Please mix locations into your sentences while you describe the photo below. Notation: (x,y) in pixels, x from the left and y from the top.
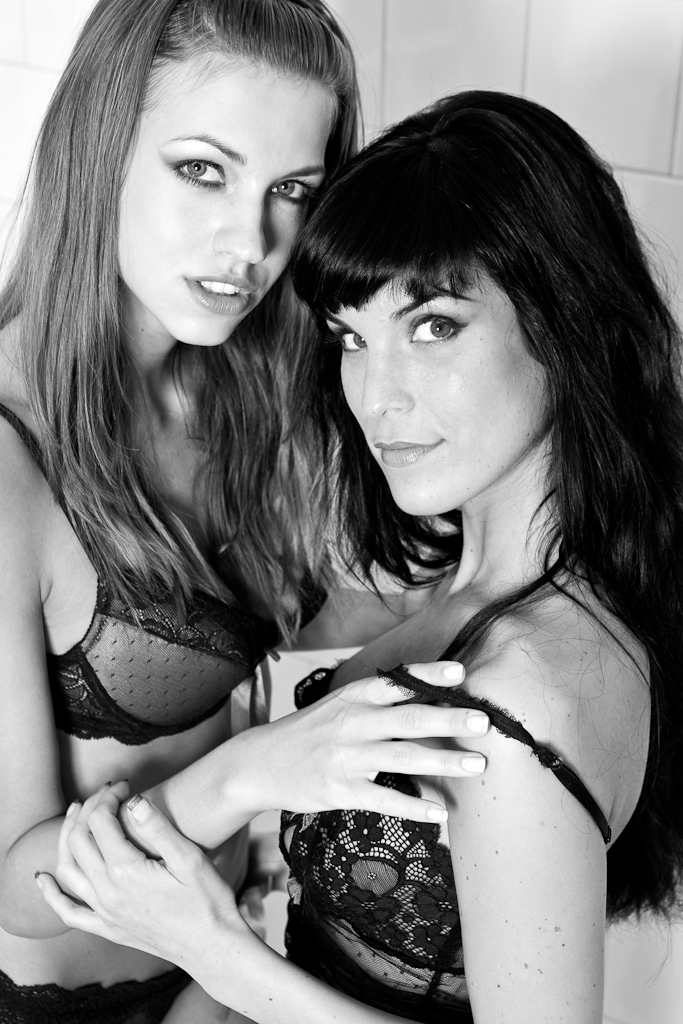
In this image I can see two people (288,577) with dresses (423,683). In the back (448,73) I can see the wall (402,86). And this is black and white image.
